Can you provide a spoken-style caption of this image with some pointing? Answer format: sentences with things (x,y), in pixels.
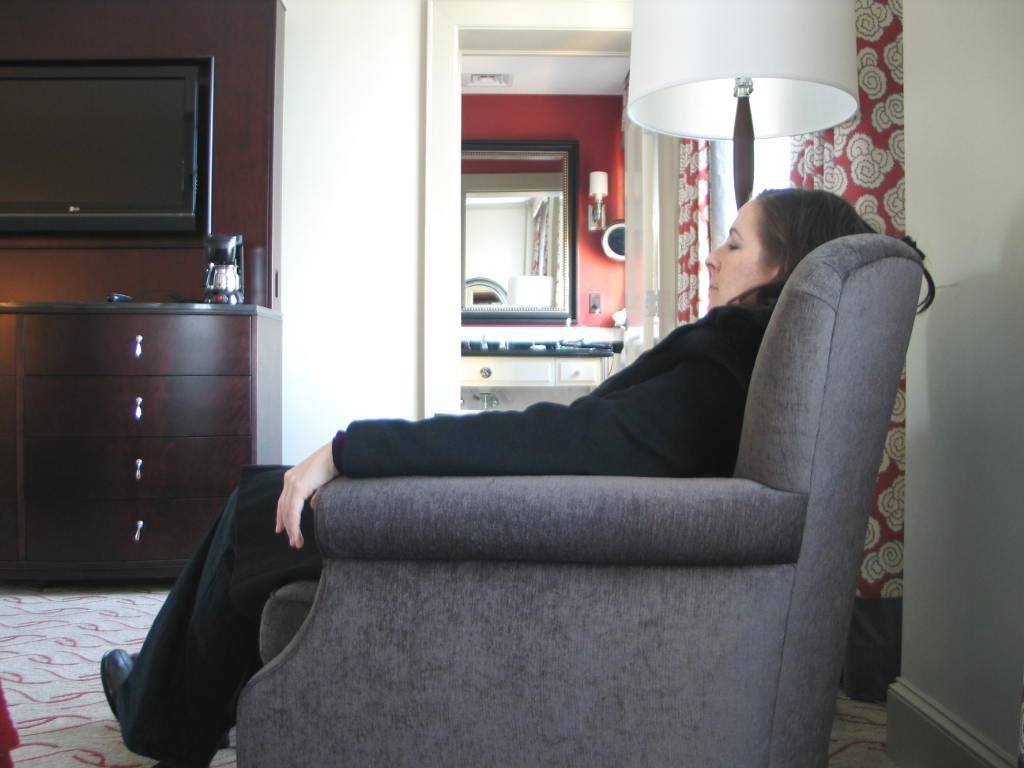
In this image we can see a woman (674,392) wearing black dress (534,437) is sitting a chair (506,633) placed on the floor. To the right side of the image (694,38) we can see a lamp (731,31), curtains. To the left side of the image (157,103) we can see a television (140,203) on the wall (240,229). In the background (555,290), we can see a mirror (483,225) and light (602,176).
